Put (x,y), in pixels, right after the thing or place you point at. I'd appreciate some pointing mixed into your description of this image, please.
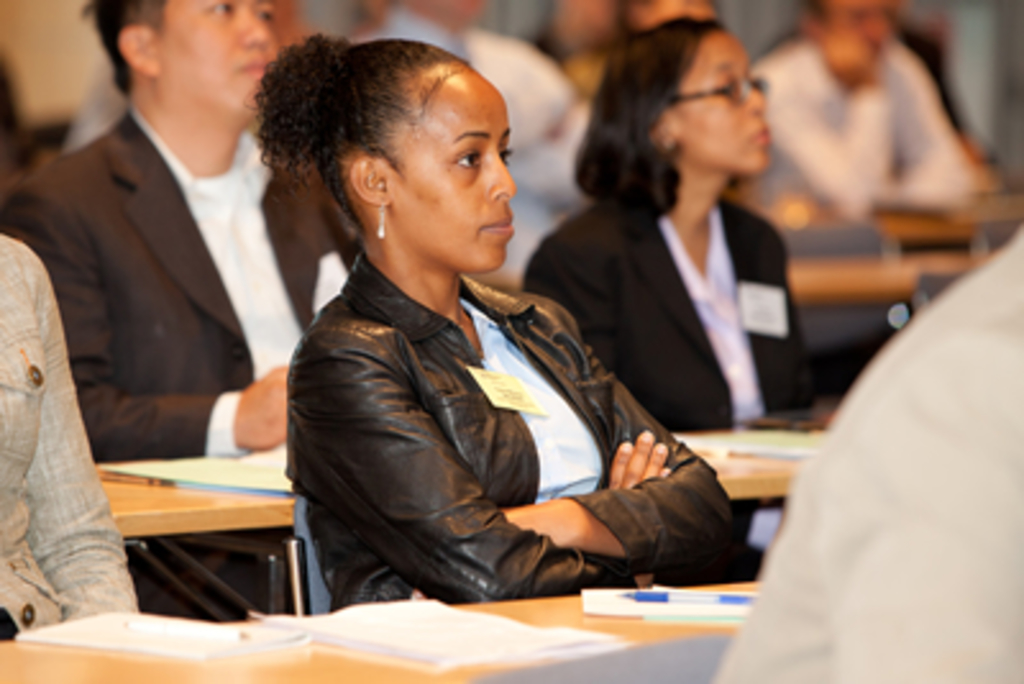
In this image we can see a woman (464,384) wearing black jacket (338,411) is sitting on the chair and there are papers (709,600) and pen (700,602) on the table (623,624) which is in front of her. We can see many people (693,208) sitting in the background (910,176).
